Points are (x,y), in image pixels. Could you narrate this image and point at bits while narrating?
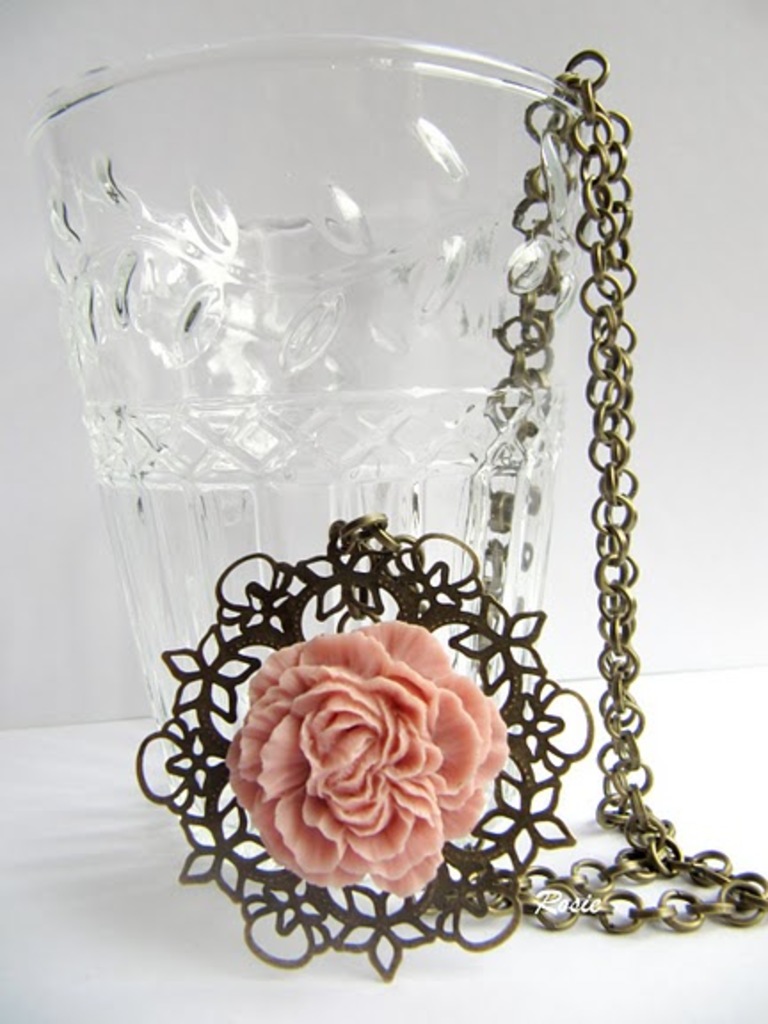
In this image there is a glass (279,452), there is a metal chain (643,833) on the surface (305,969) that looks like a table (79,771), there is a flower (310,860), there is a metal object (371,944) on the table (433,982), there is text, at the background of the image (582,545) there is a wall (95,662).
